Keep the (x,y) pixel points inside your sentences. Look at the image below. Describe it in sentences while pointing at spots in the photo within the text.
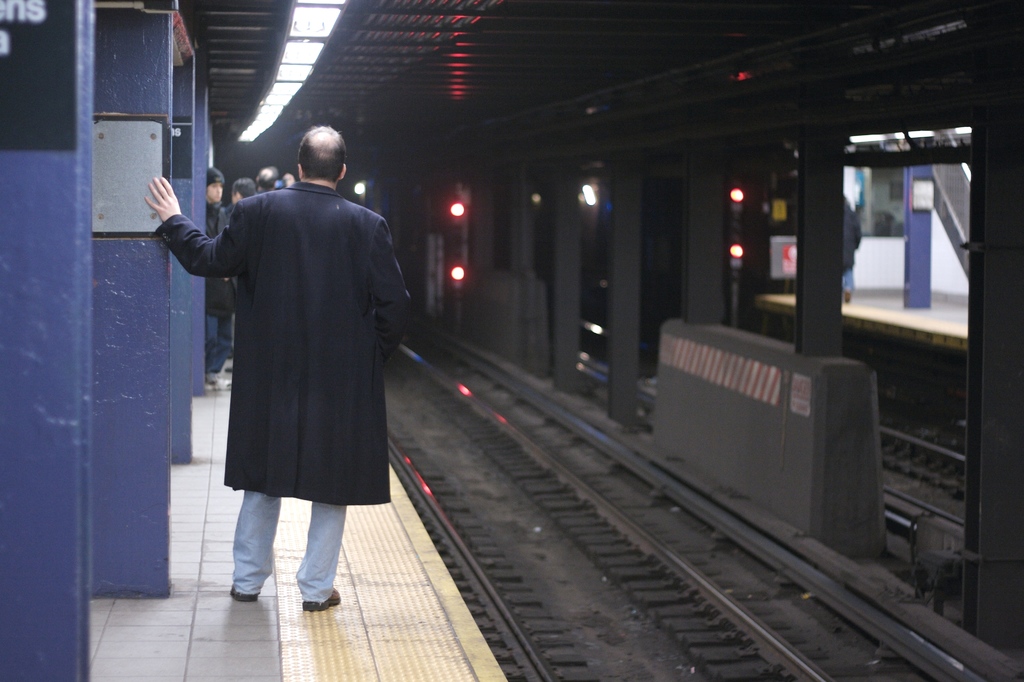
In this picture I can see few persons (334,160) are standing at the center (360,239), on the right side (712,555) there are railway tracks (466,500), it looks like a railway station (545,431). In the background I can see few lights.
